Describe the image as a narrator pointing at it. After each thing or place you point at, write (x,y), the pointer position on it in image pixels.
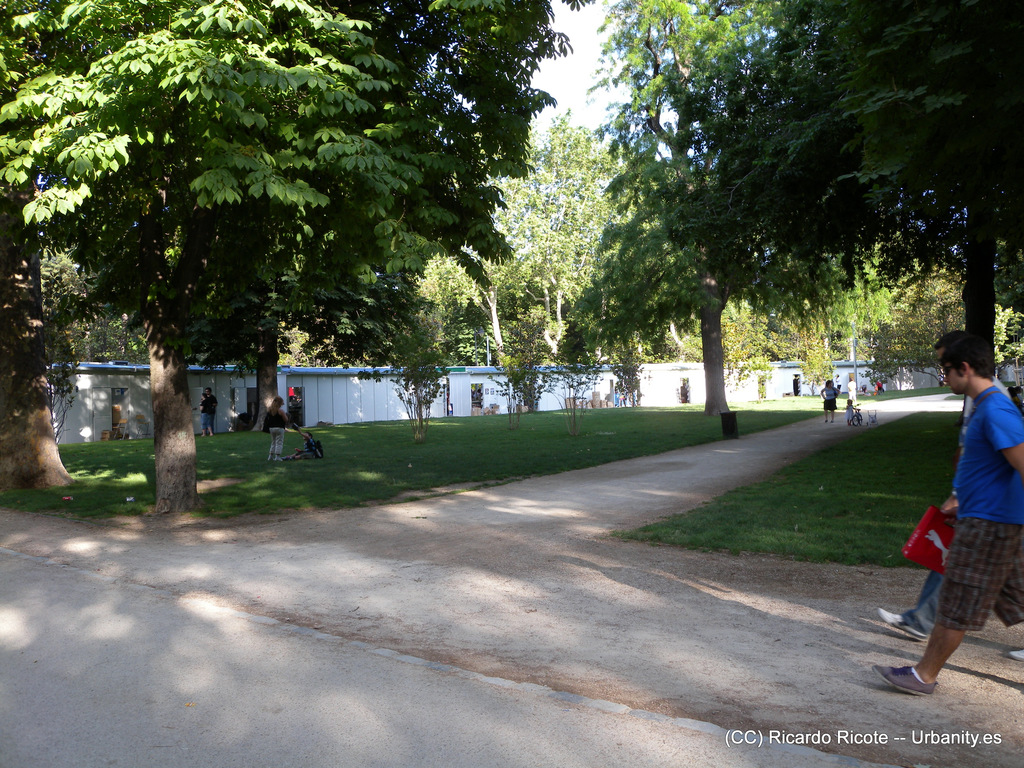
In this picture I can see trees (626,267) and grass (736,538) and a wall (701,365) on the side and I can see few people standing and couple of them walking and a man (966,542) holding a bag (941,548) in his hand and I can see a kid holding a bicycle (854,419) and a cloudy sky (584,73) and I can see text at bottom right corner of the picture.
